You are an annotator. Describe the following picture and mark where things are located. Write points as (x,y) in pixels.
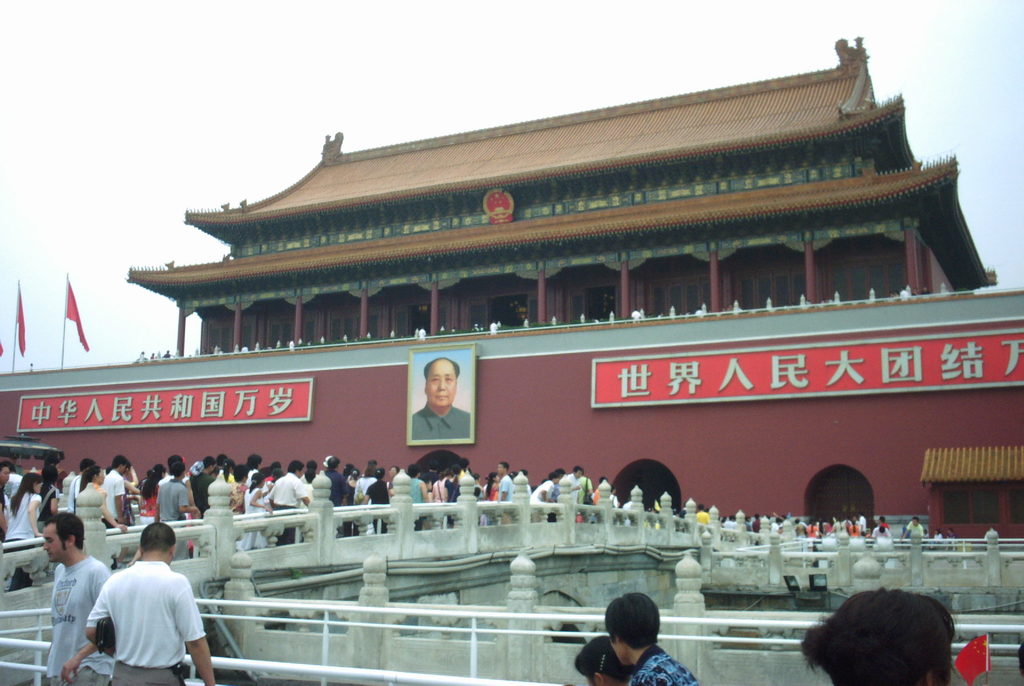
In this image there is a building (505,392). In the foreground (265,555) there are many people (195,616), railing (383,625). On the bridge (287,524) there are many people (51,505). Here there is a photo (444,395) of a person (438,404). in the left (17,322) there are flags (66,318). The sky (241,97) is clear.
